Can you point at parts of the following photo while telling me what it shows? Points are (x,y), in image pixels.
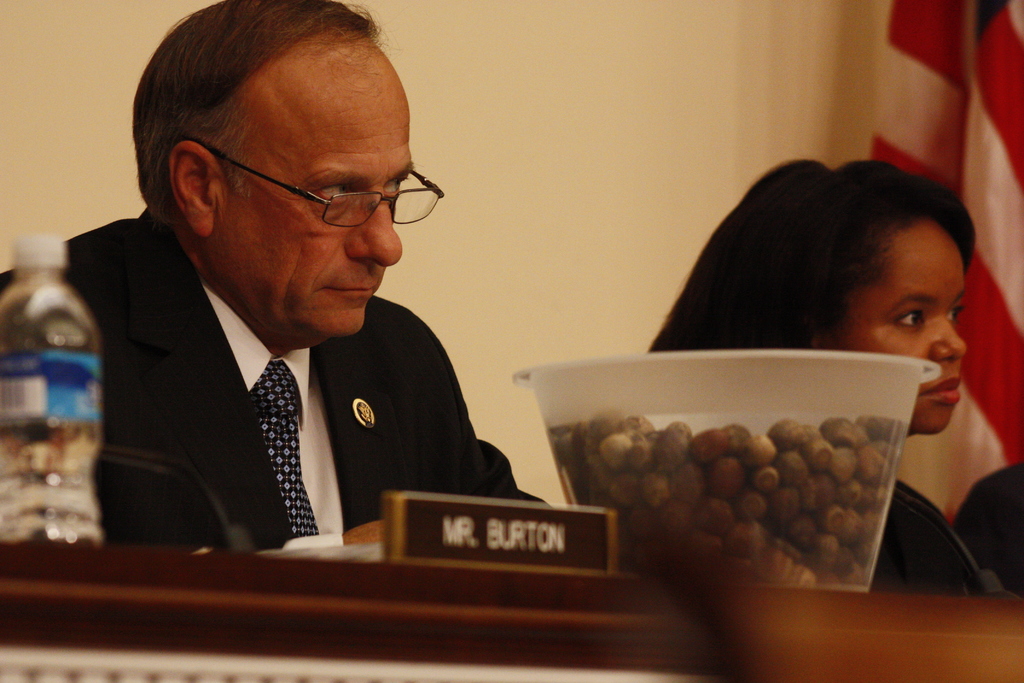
This picture is clicked inside the room (522,605). On the left corner of the picture (257,340), man (312,423) in white shirt (322,405) and black blazer (370,430) is sitting on chair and he is even wearing spectacles (244,169). On the right corner of the picture (828,253), we see woman (944,550) in black t-shirt (919,514) is sitting on chair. In front of them, we see a table (641,640) on which bowl (835,440) containing a round balls (704,494), a water bottle (63,465) and a board (541,508) with name (536,543) written on it are placed on the table (324,569).
